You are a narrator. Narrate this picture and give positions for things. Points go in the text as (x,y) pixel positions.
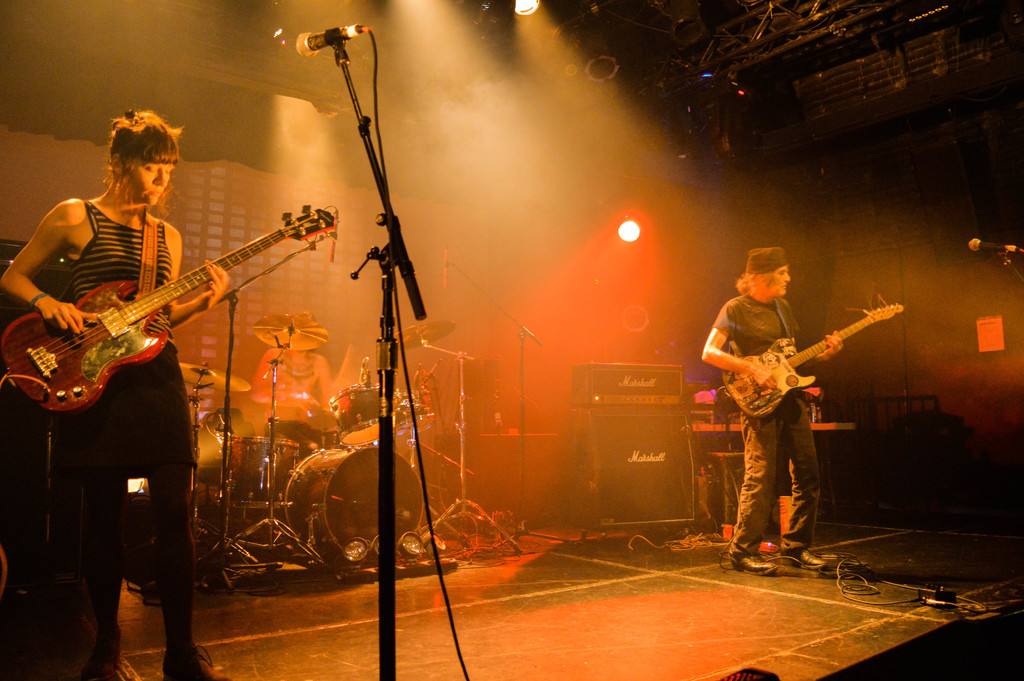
This picture is of a stage (676,533). In the photo in the left (146,388) a lady (146,378) and a man (752,317) in the right (750,364) are playing guitar (740,381). In front of them there are mics (992,246). In the back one person (305,356) is playing drums (337,459). There are few more musical instruments (638,415) on the back (657,411). On the background (284,201) there is a curtain (191,197).
